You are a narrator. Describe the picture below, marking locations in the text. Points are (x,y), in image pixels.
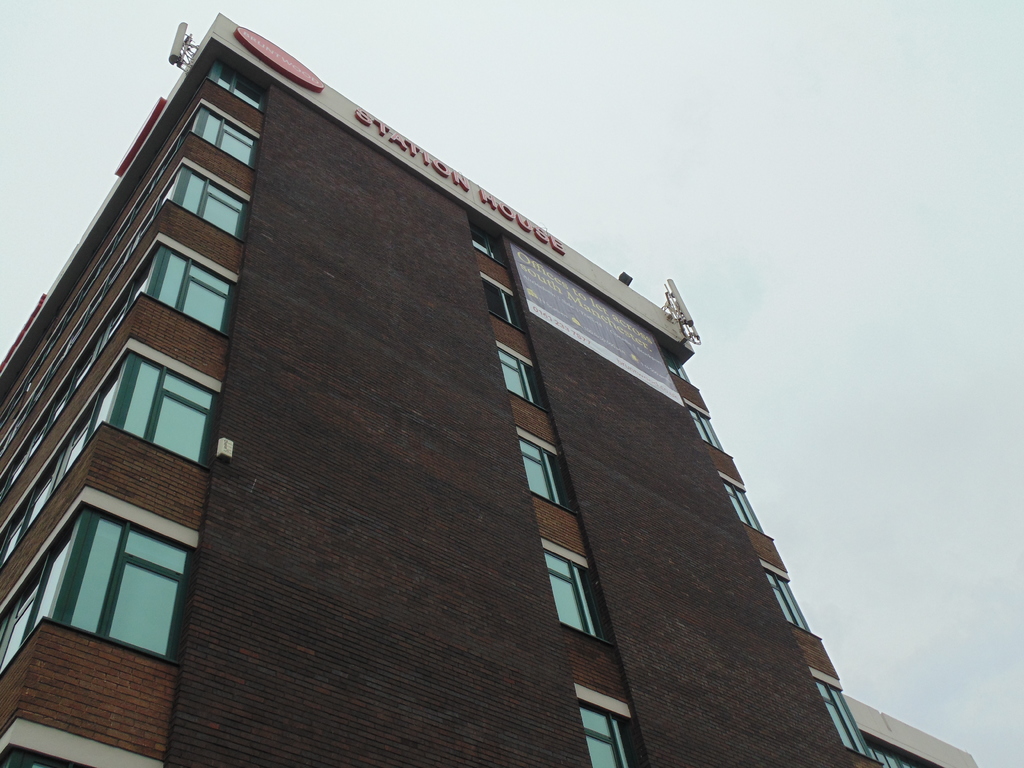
In the foreground of this image (629,553), there is a building (779,717). In the background (764,78), there is the sky (629,79).
